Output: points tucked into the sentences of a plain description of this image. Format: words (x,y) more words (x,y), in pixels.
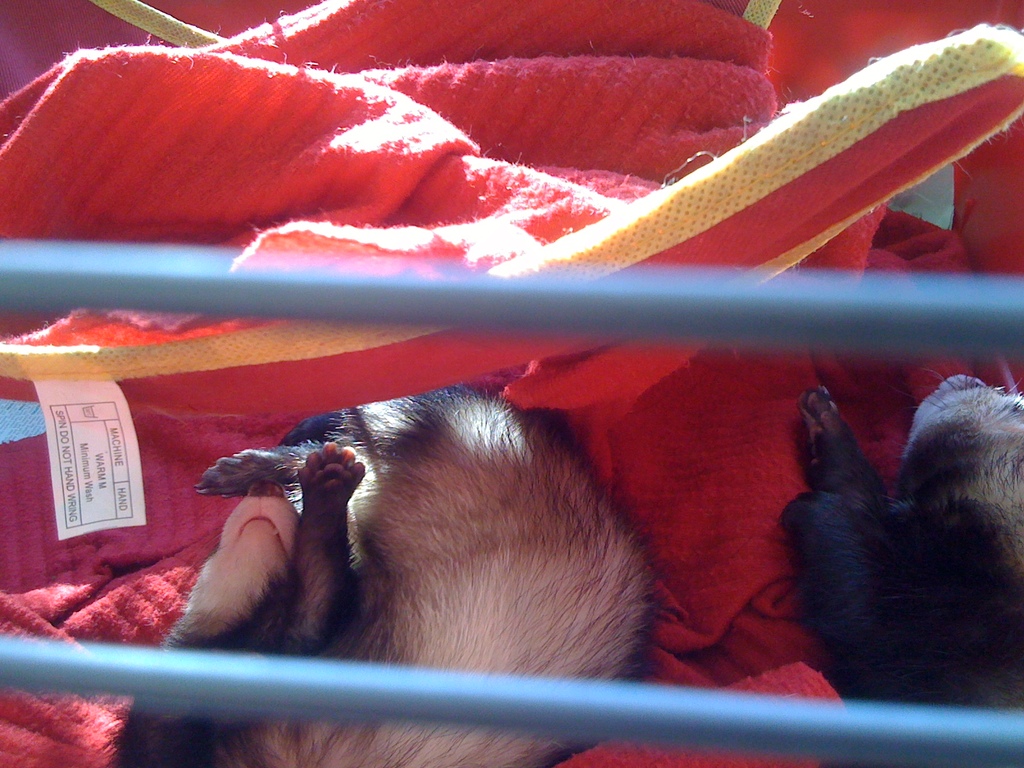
This is a zoomed in picture. In the foreground (387,535) we can see the cables (169,650) and two animals (635,543) seems to be lying on a red color object (707,453). In the background (645,213) we can see the red color cloth (248,118).
